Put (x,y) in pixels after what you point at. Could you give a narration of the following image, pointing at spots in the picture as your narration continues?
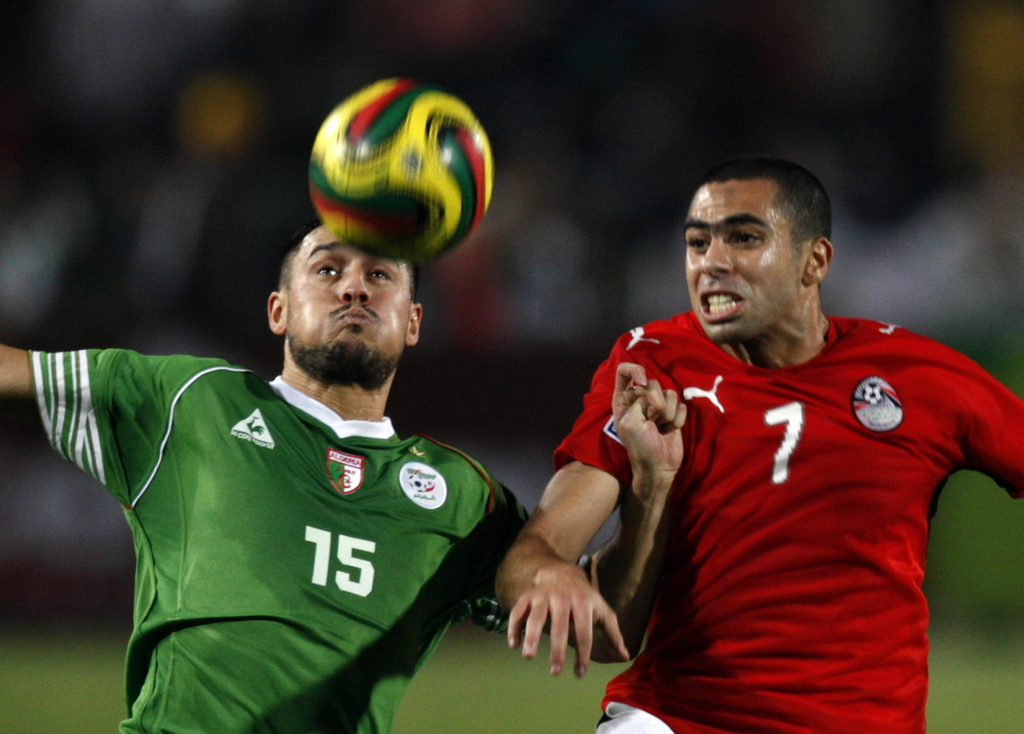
There are two men (566,453), one is in green color t-shirt (311,497) and other one is in red color t-shirt (755,497) playing football (451,193). In the background (45,671), there is a grass (70,672) and other items (158,202).
